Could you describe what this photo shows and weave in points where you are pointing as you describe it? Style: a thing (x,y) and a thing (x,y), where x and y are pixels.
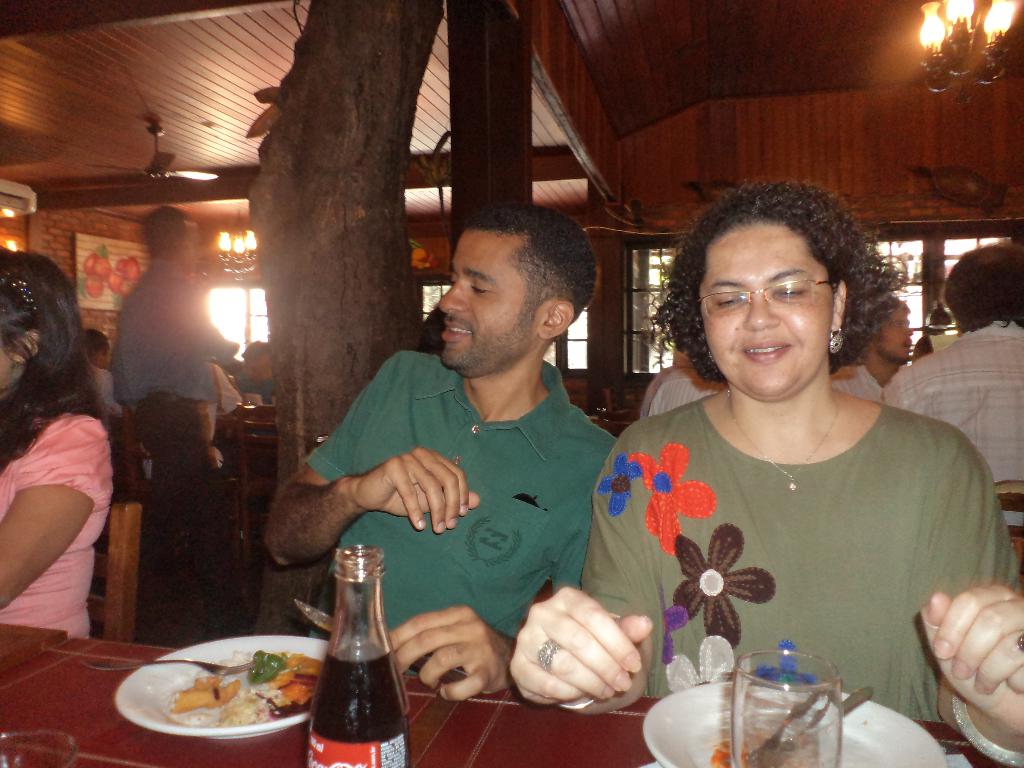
In this image people (663,504) were sitting on the chairs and in front of them there is a table (495,724) and on top of the table (89,718) food items (241,689) were placed and there is a glass (761,661), cool drink (399,689). At the back side (311,589) there is a tree (371,82). On top of the roof (752,50) there is a light (993,42) and fan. At the left side of the image (122,271) there is a wall (82,220) and a photo frame (123,263) is attached to the wall (66,255).
